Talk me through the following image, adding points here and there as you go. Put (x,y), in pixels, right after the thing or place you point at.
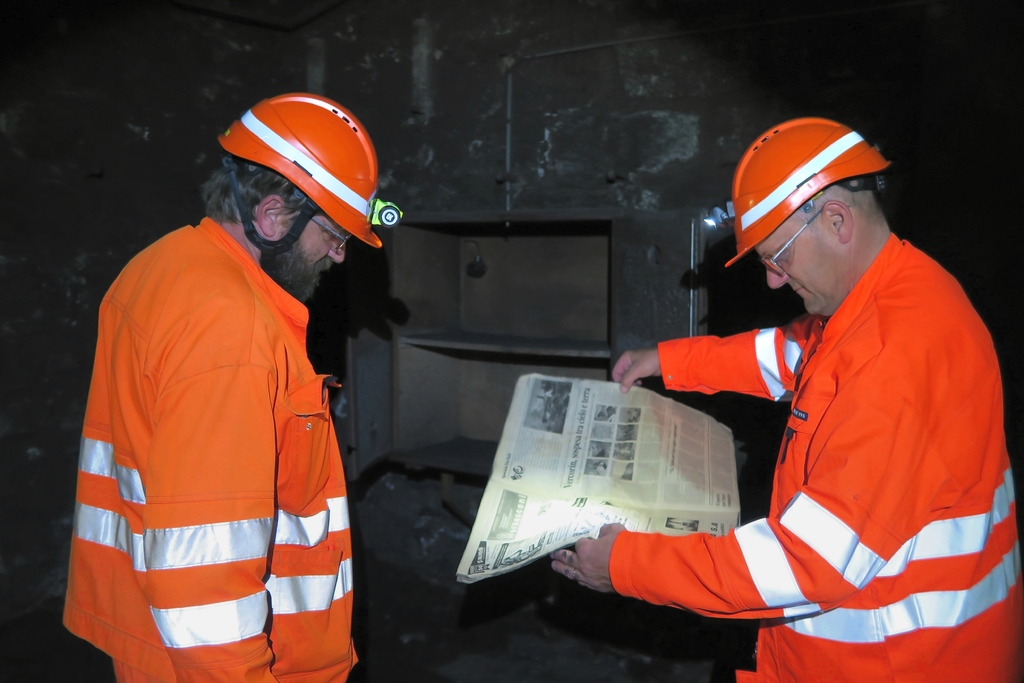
In this picture, we see two men (308,445) in the red jackets (271,406) and the red helmets (330,153) are standing. Both of them are wearing the spectacles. The man (848,297) on the right side (813,353) is holding the newspaper (600,476) in his hands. In the background (538,125), we see a wall (449,145) and the shelves (499,266). On the left side (185,202), it is black in color. This picture is clicked in the dark.
